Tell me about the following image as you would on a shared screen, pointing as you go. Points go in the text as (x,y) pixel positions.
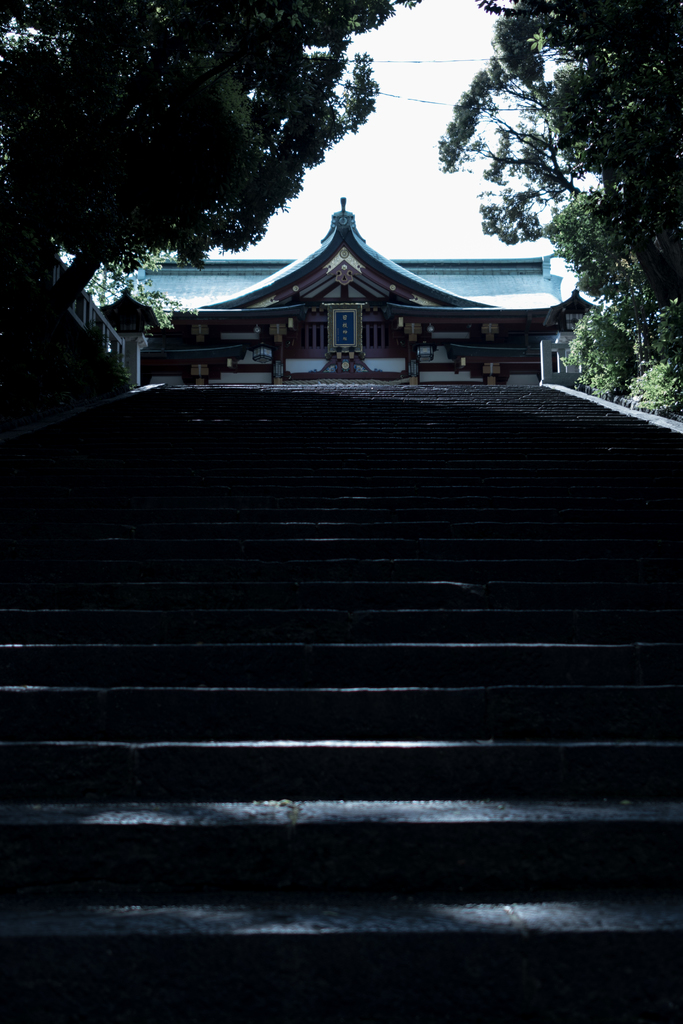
This image consists of a house (361,374). At the bottom (260,951), we can see many steps (360,597). On the left (108,145) and right, there are trees (361,90). At the top (446,69), there is sky (375,228).
